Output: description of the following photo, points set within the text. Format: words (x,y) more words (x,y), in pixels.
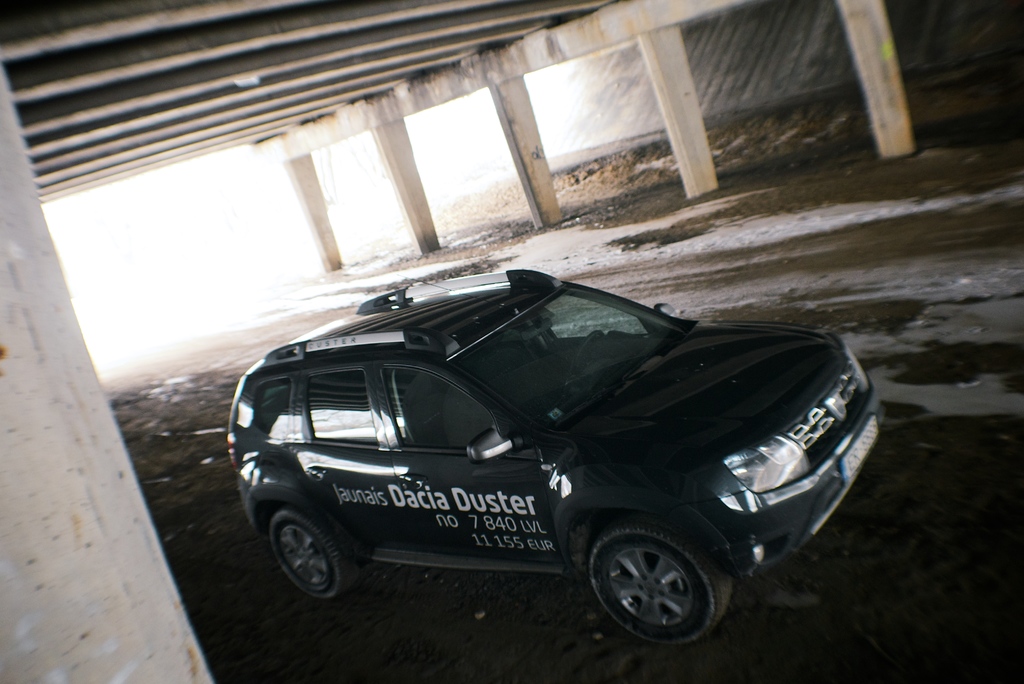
This image is taken outdoors. At the bottom of the image (902,489) there is a ground (383,255). In the middle of the image (505,320) a car (426,386) is parked on the ground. At the top of the image (211,65) there is a roof (299,62). There are a few pillars (300,172).
